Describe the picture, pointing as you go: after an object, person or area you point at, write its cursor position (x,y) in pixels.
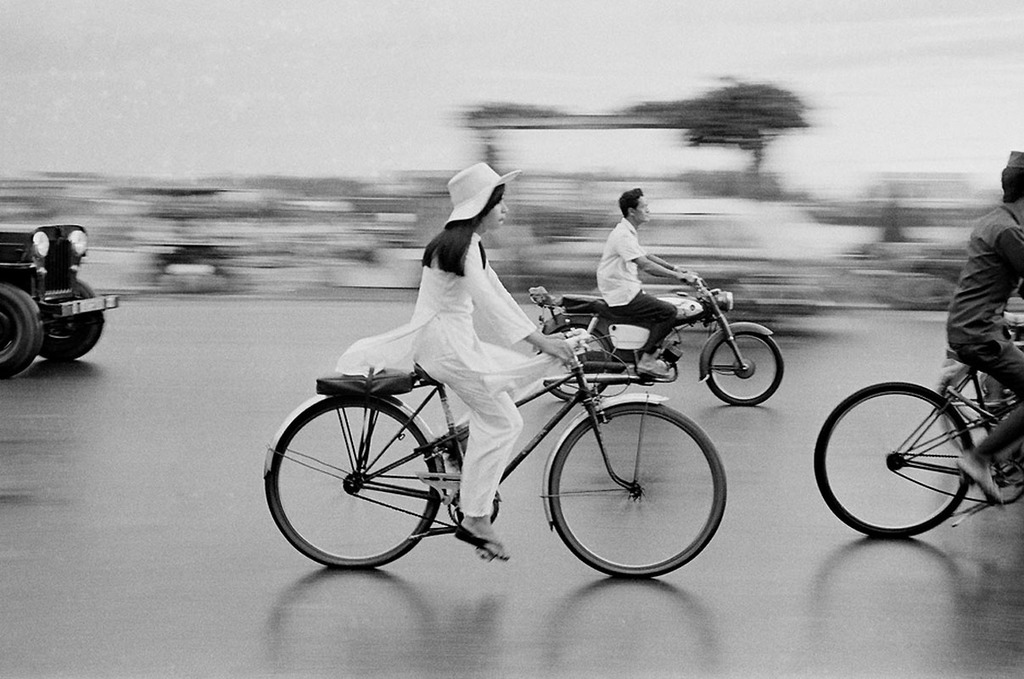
This is a black and white picture. Background (751,205) is very blurry. Here we can see persons (1011,501) riding bicycles (840,506) on the road (734,525). Here we can see partial part of a vehicle (57,308).
